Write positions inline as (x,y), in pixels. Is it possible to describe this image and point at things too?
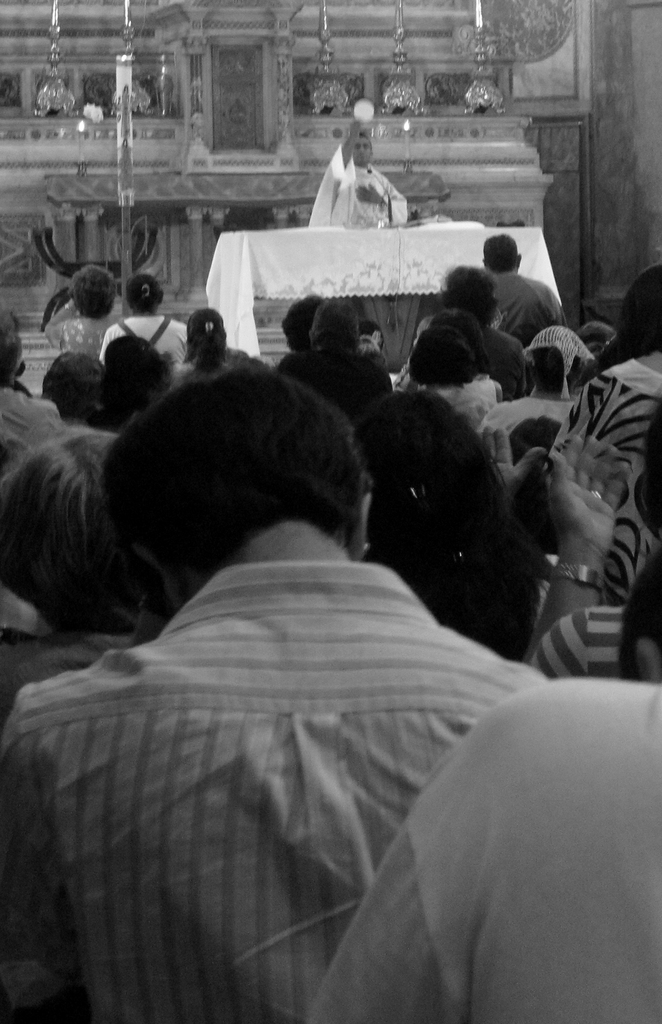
This image is taken indoors. This image is a black and white image. In the middle of the image (229,372) there are many people (426,390). In the background (439,105) there is a wall (301,125) with carvings (89,71) on it. There are a few pillars (274,211). There are a few lamps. There is a table (292,258) with a tablecloth (352,258) and a few things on it. A man (364,201) is standing on the floor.
